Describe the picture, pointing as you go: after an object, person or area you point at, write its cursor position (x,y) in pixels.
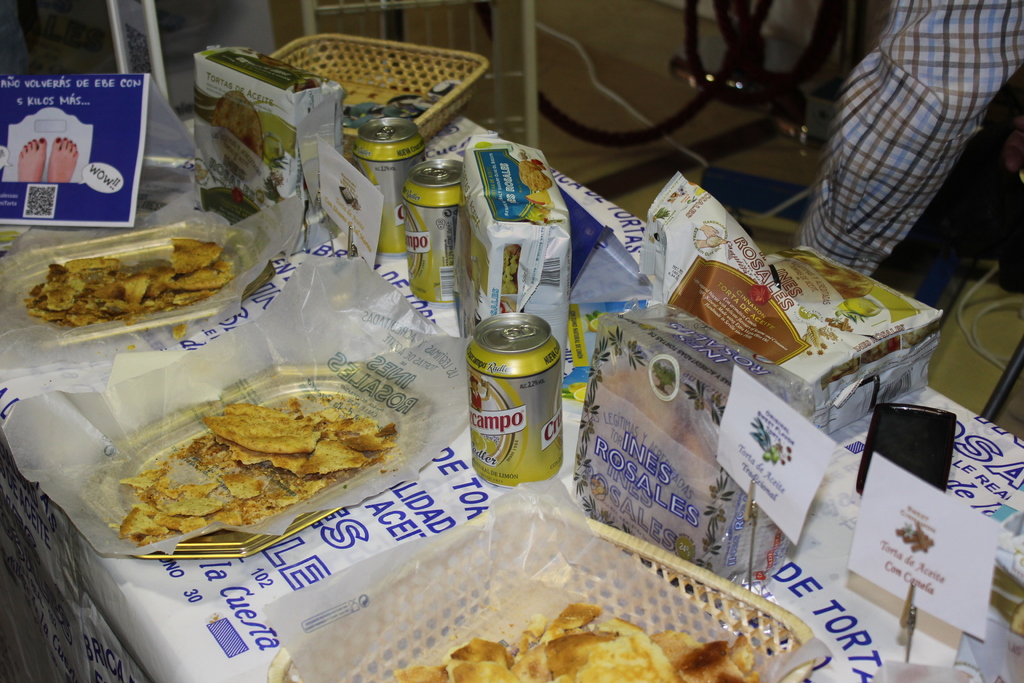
In this picture we can see tins (376,138), baskets (415,68), food items (601,645), papers (311,273), mobile (929,419) and some objects (835,333). In the background (1001,327) we can see a cloth (881,98) and cables (787,207) on the floor (674,100).
